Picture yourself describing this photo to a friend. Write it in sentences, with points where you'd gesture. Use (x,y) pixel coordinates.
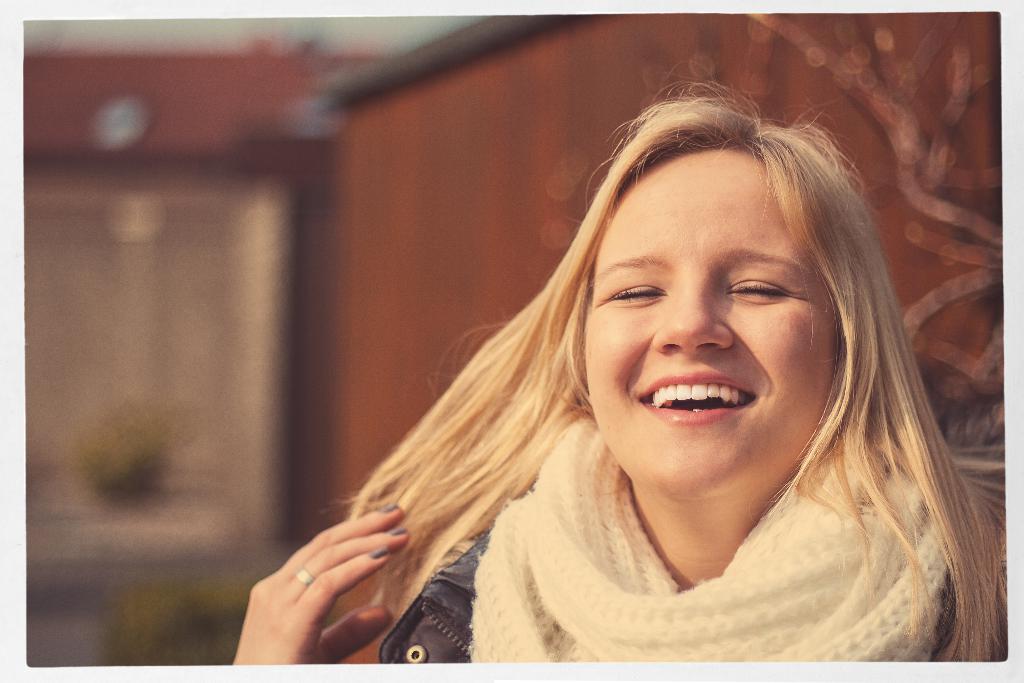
In this picture there is a girl (883,310) on the right side of the image (687,597), she is laughing and the background (449,209) area of the image is blurred.
